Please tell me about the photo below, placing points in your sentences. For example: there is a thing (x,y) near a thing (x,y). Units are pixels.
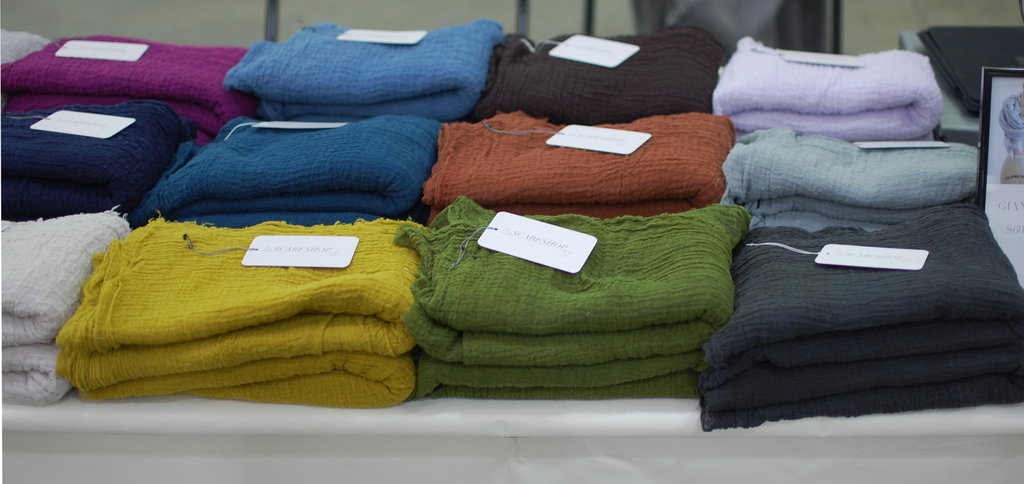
In this picture I can see different color clothes (505,276) which are kept on the rack (541,436). On that clothes (355,74) I can see the tags (856,252). On the right (1018,167) there is a poster (994,177) which is placed near to the clothes (945,191). In the top (935,0) I can see the wall (571,0).
